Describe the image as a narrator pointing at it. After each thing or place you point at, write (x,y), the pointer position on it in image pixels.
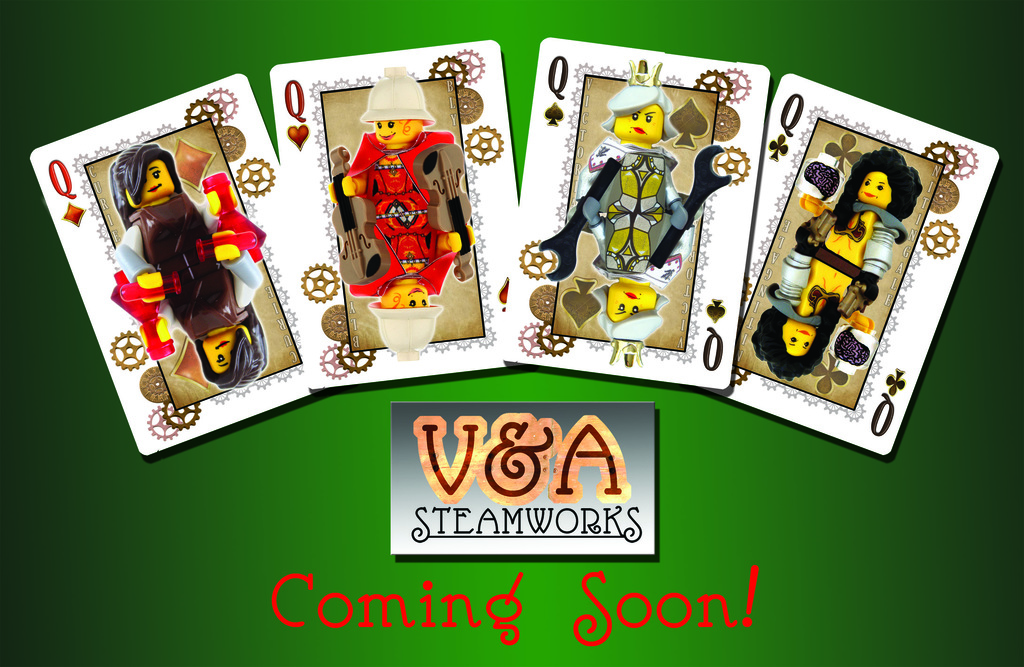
There are 4 queen cards (113,319). Behind that there is a green background (76,57).
